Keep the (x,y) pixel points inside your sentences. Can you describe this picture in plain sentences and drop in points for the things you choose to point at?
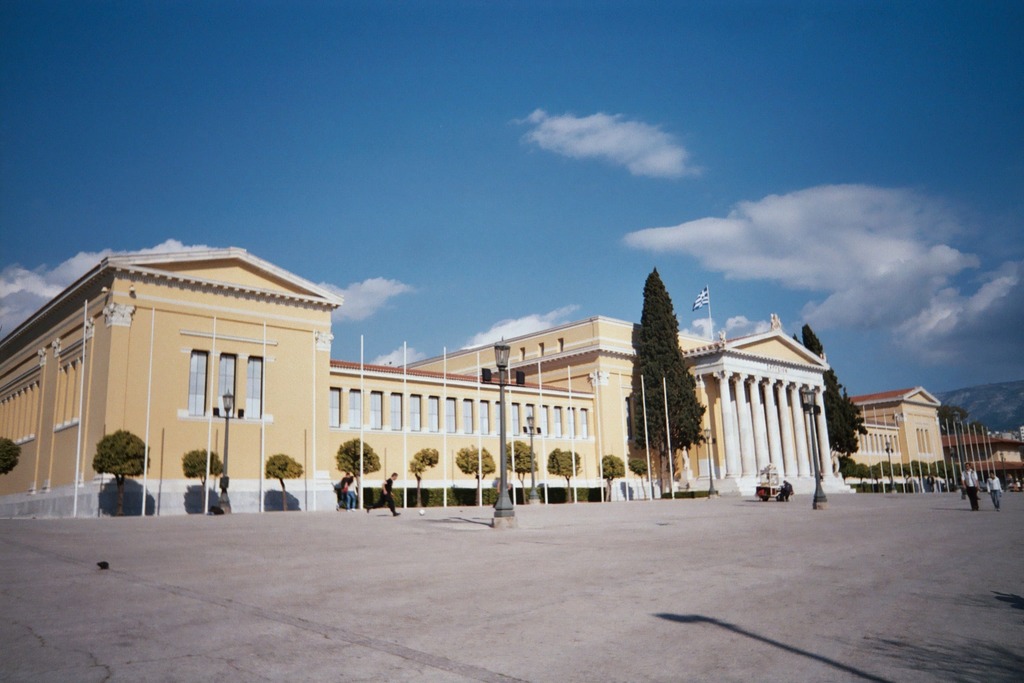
In this picture I can see buildings (794,455), trees (844,403) and few are walking and I can see a ball (425,511), few poles (444,503), a pole light (506,465) and I can see a blue cloudy sky (545,168).
